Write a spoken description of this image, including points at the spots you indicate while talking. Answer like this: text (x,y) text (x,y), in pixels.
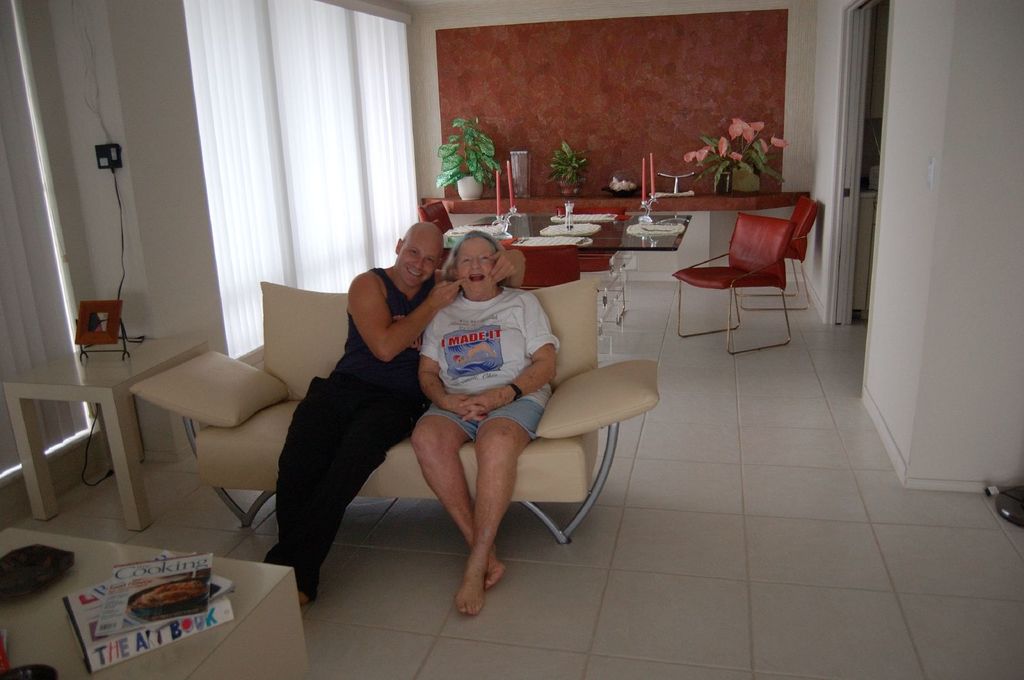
In the middle (346,404) I can see two persons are sitting on the sofa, tables (245,580) and a photo frame (91,339). In the background (15,274) I can see a dining table (603,281), chairs (560,272), houseplants (740,190), wall (614,51) and a curtain (408,176). This image is taken in a hall (872,303).
